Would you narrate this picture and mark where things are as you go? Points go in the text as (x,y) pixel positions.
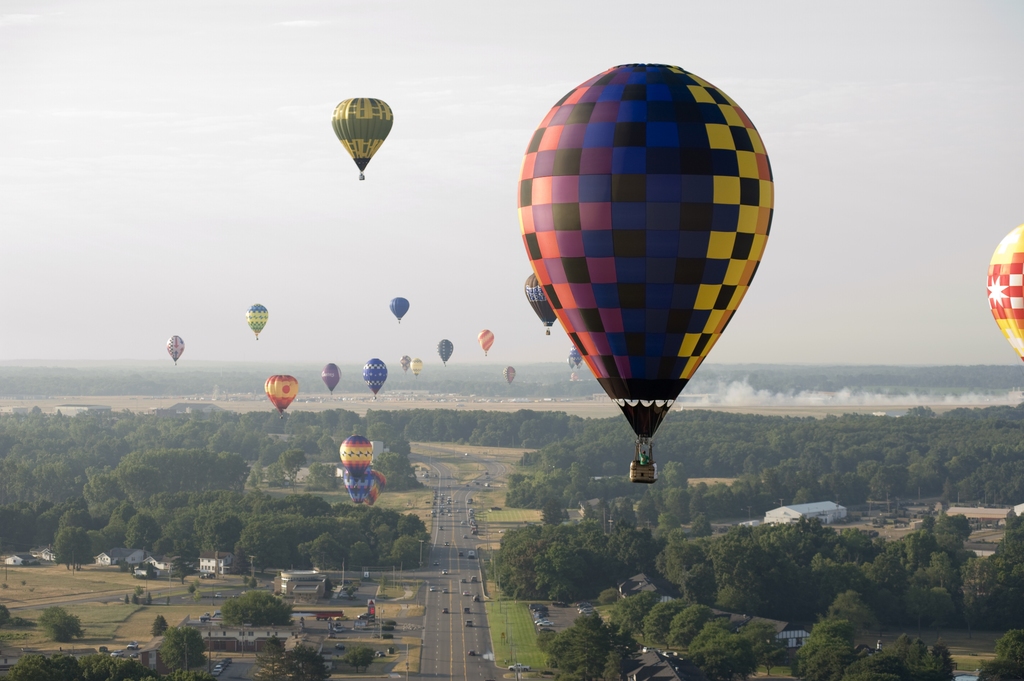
In this image we can see many hot air balloons (630,243). At the bottom (487,615) there is road (456,622). On the road (453,591) there are many vehicles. Also there are many buildings (200,573), trees (581,478). In the background (435,351) there is sky (237,163).
